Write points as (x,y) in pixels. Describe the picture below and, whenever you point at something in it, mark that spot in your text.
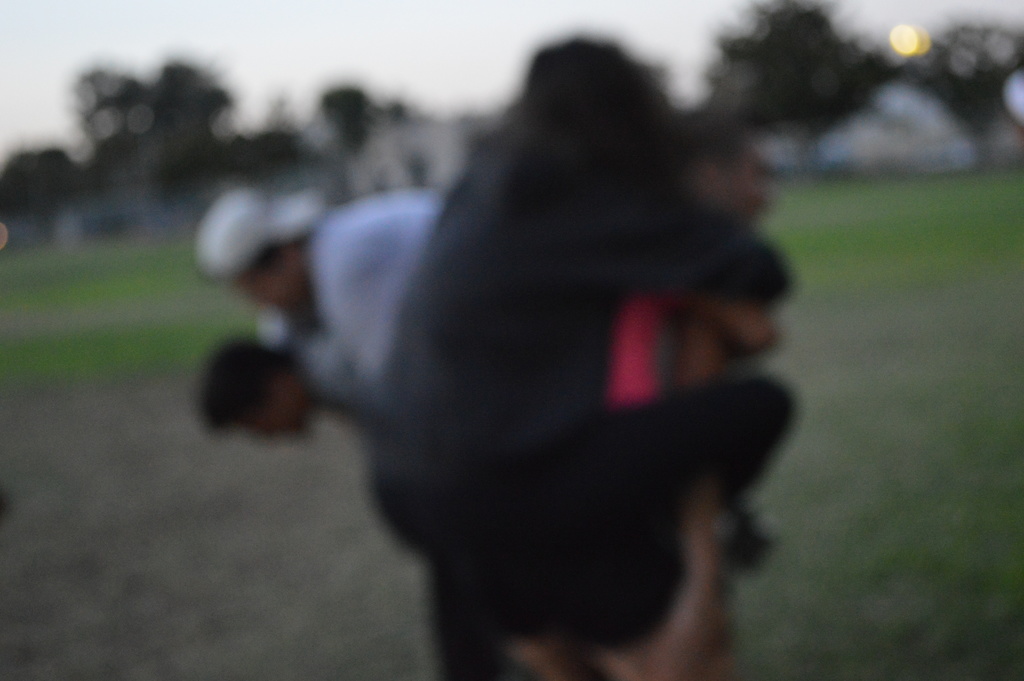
In the foreground (633,343), I can see four persons (591,459) on grass (853,232). In the background (451,147), I can see trees (726,85), houses (940,129) and the sky (480,6). This image taken, maybe on the ground (227,668).
